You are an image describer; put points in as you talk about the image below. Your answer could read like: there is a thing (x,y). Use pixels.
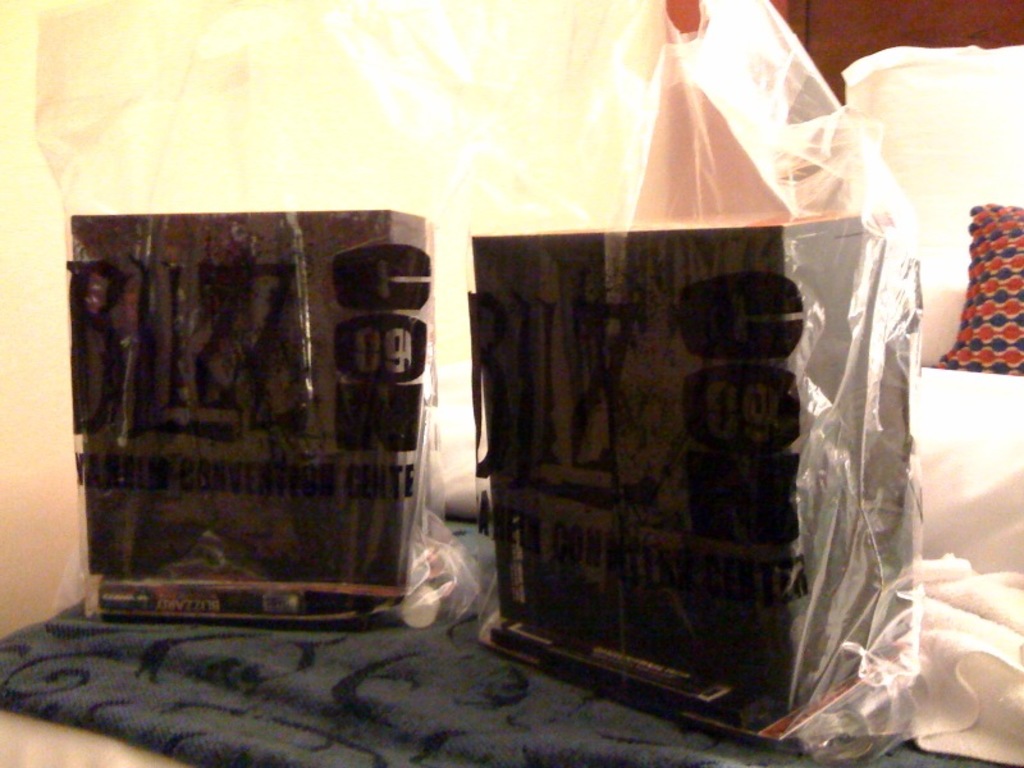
In the image there are two sealed objects (534,494) kept upon a cloth (296,758), on the bed (943,72).
